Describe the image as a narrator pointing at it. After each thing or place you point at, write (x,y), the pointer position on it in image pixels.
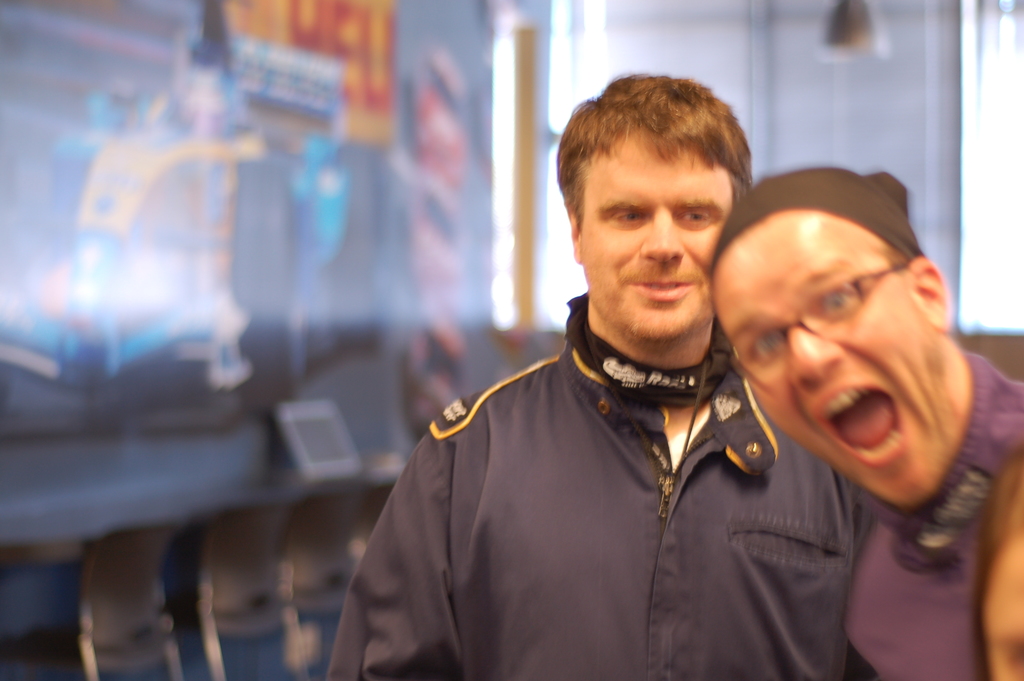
In this image I can see a person (634,451) wearing jacket (574,487) and another person (854,616) wearing pink dress (893,601) and black cap (835,183) are standing and in the background (436,280) I can see a white colored wall (774,78), a light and few other objects (347,126).
